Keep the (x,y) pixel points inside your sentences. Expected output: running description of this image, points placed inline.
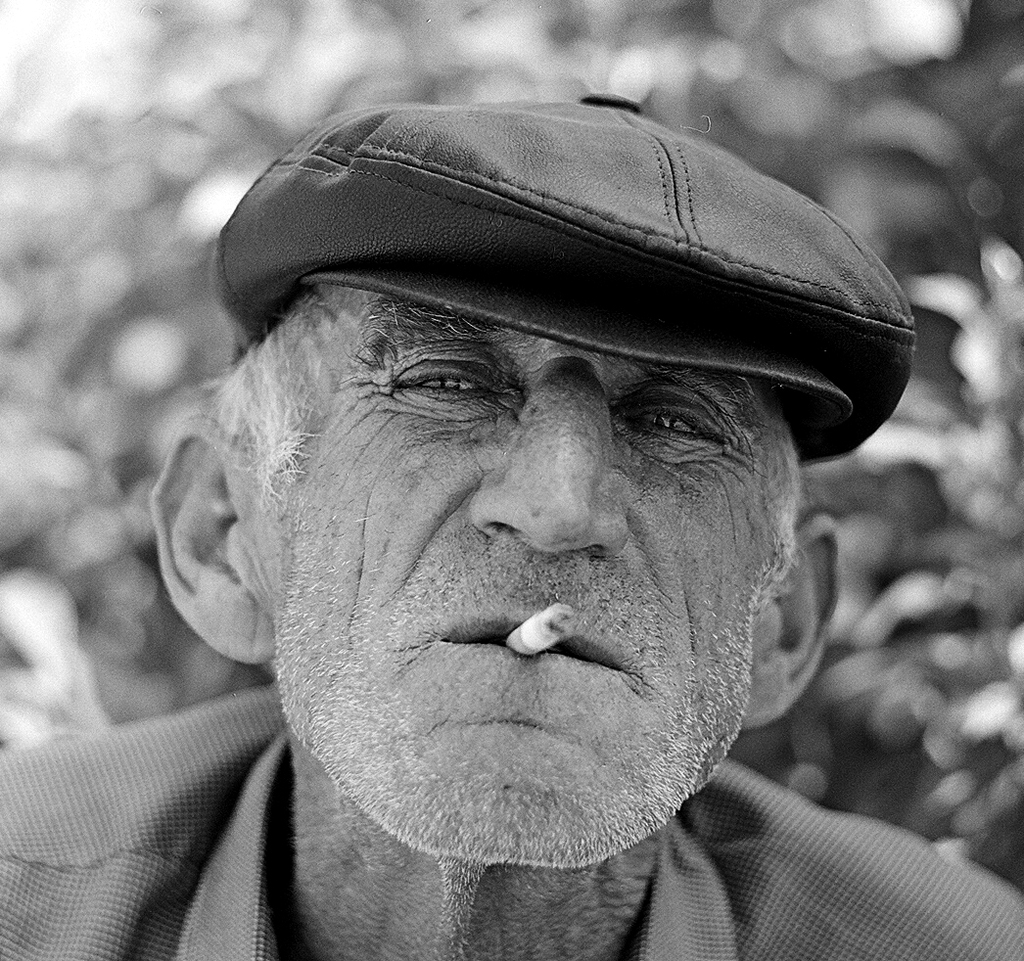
This is a black and white picture. In this picture we can see an old man (195,735) wearing a cap (773,253) and he is smoking.
